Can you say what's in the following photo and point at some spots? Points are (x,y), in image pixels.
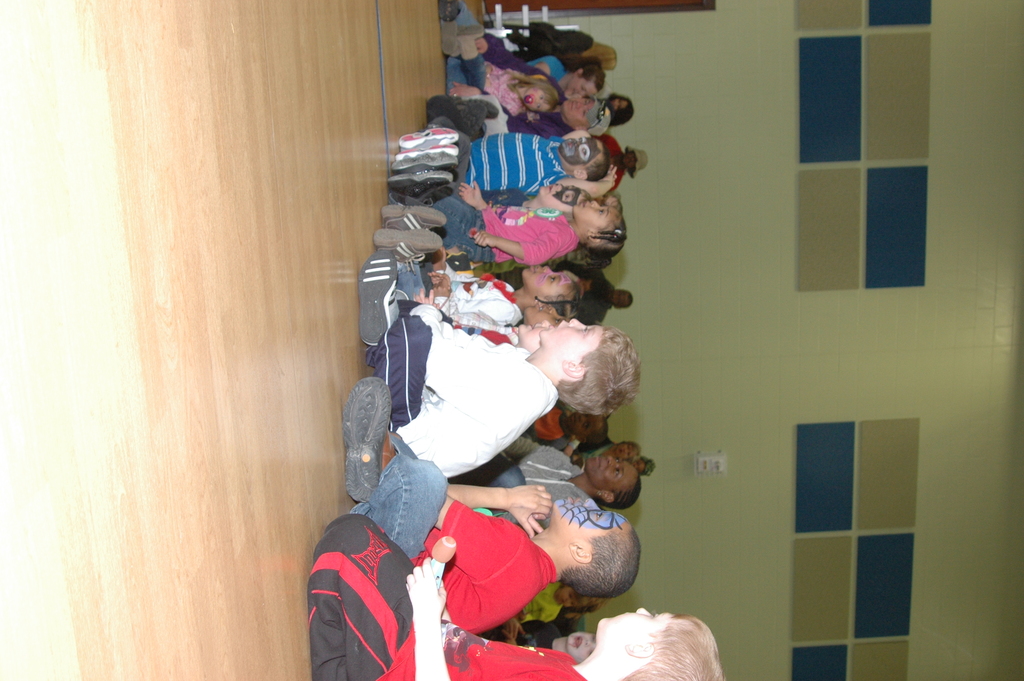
In this image we can see a group of children (698,640) sitting on the wooden floor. Here we can see a few children (536,183) with paint (571,163) on their faces (574,529).
